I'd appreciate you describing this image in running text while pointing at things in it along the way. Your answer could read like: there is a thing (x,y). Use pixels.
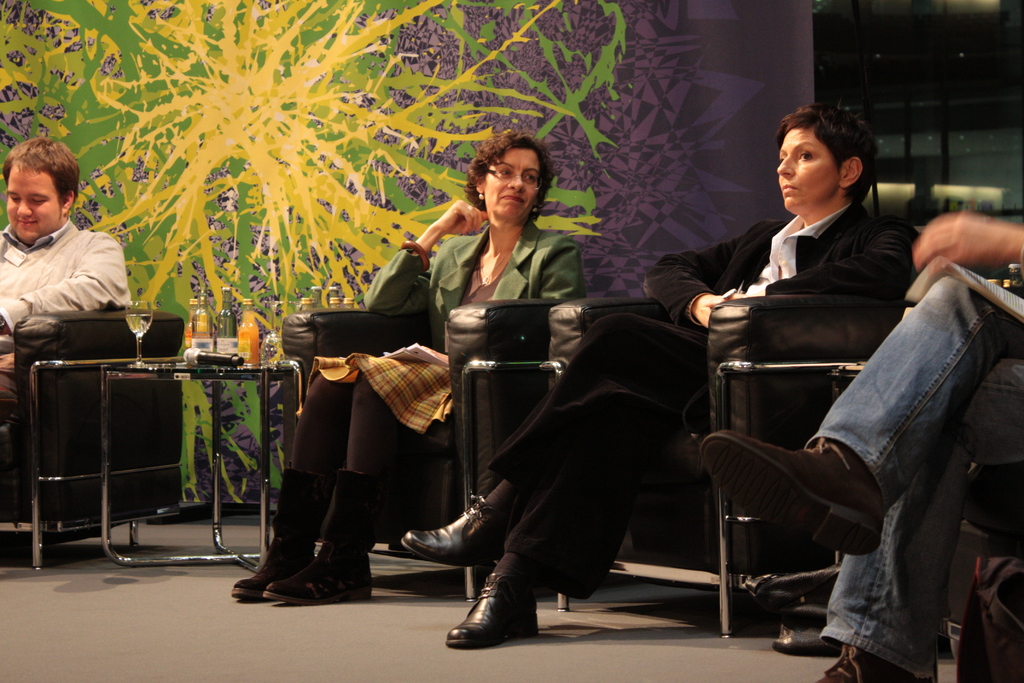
In this picture, we can see a few people (623,348), and a few (891,451) are holding some objects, we can see the ground (377,682) and some objects (89,428) on the ground (121,532) like chairs (182,400), table (144,375), some objects (210,360) on the table (179,375) like bottles (255,338), glass (271,337), and we can see the wall (621,118).
